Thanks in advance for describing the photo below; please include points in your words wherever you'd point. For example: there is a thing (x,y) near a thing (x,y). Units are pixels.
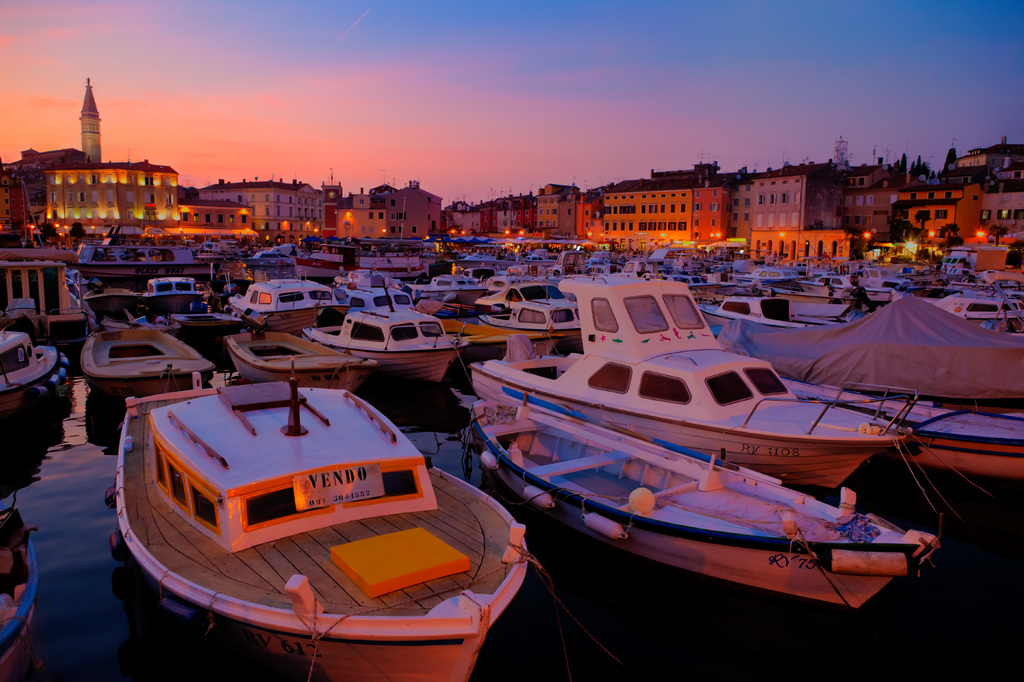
In this image there are ships (325,433) in the water (83,565). At the background (131,231) there are buildings (648,190), towers (839,144) and sky (462,75).
